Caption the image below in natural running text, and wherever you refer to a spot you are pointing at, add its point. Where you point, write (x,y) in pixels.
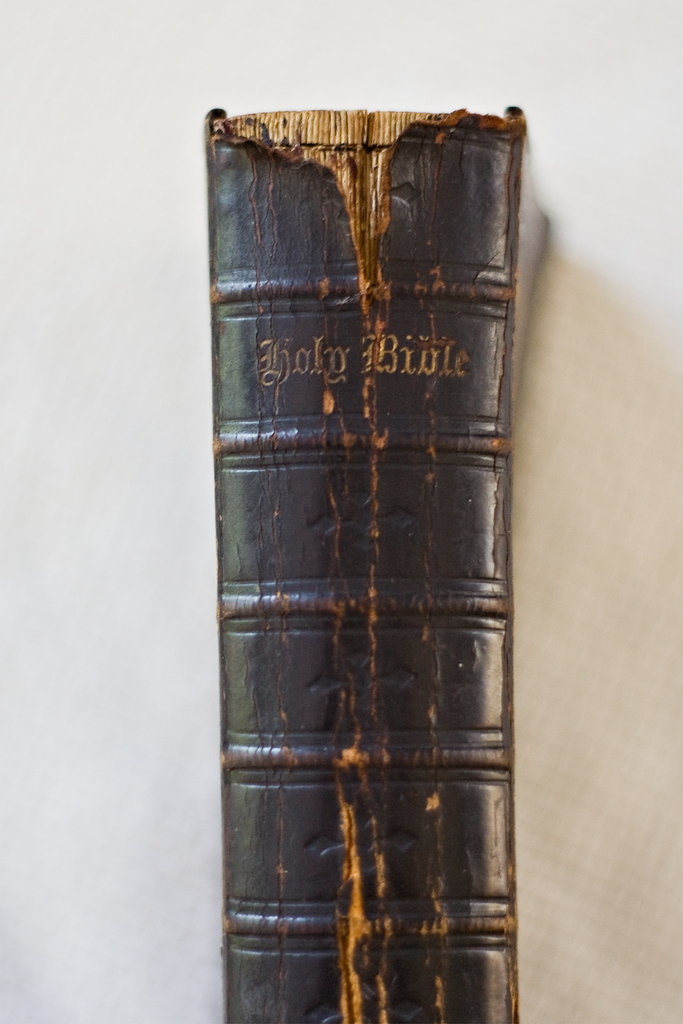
In this image we can see a book (462,553). There is a white background (474,67).
